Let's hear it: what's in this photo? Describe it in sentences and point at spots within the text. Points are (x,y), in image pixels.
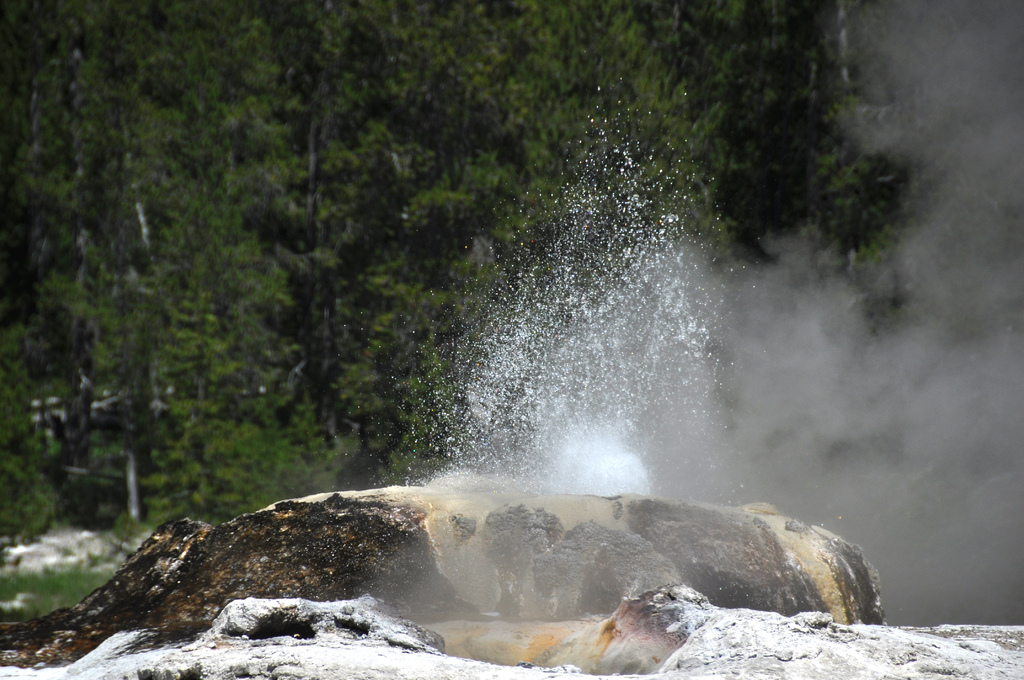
In this image I can see the water (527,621), rock (509,589) and the smoke (707,427). In the background (261,288) I can see many trees (296,362).
